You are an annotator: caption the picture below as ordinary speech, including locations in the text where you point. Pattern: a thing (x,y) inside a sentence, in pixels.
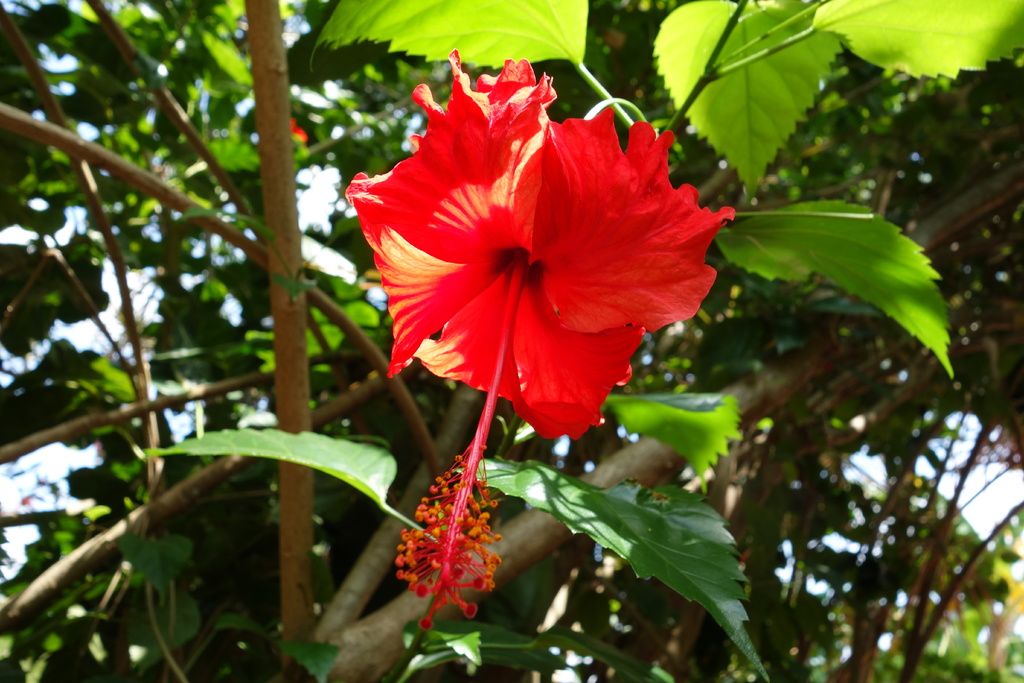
As we can see in the image there are trees (702,385), flower (560,383) and sky (313,217).
